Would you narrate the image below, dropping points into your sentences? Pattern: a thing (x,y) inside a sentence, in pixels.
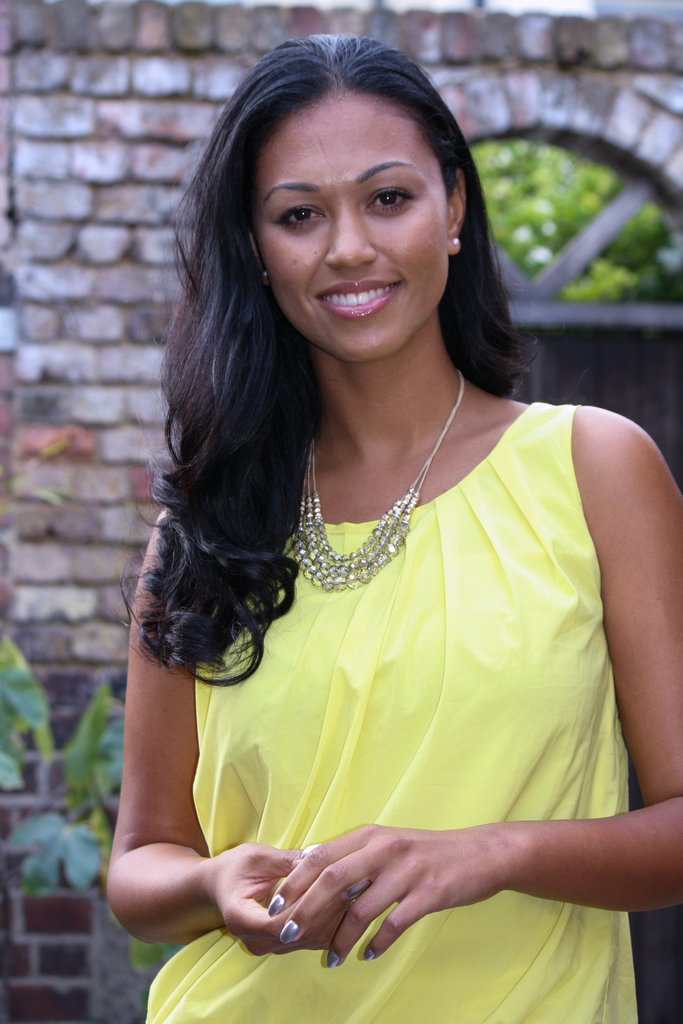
As we can see in the image there is a woman (438,296) standing. Behind her there is a brick wall (71,210) and trees (544,216).
